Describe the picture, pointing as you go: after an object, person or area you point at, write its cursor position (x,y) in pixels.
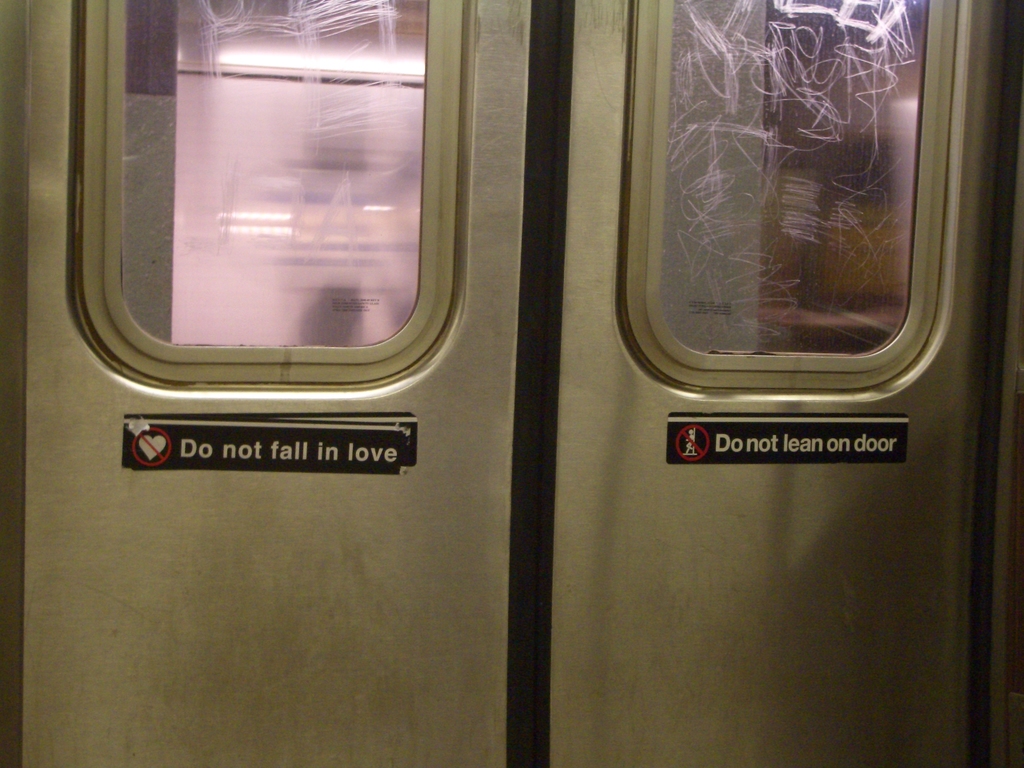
In this image there is a closed door (551,376) with glass windows (835,278) and some text (365,299) on it.
